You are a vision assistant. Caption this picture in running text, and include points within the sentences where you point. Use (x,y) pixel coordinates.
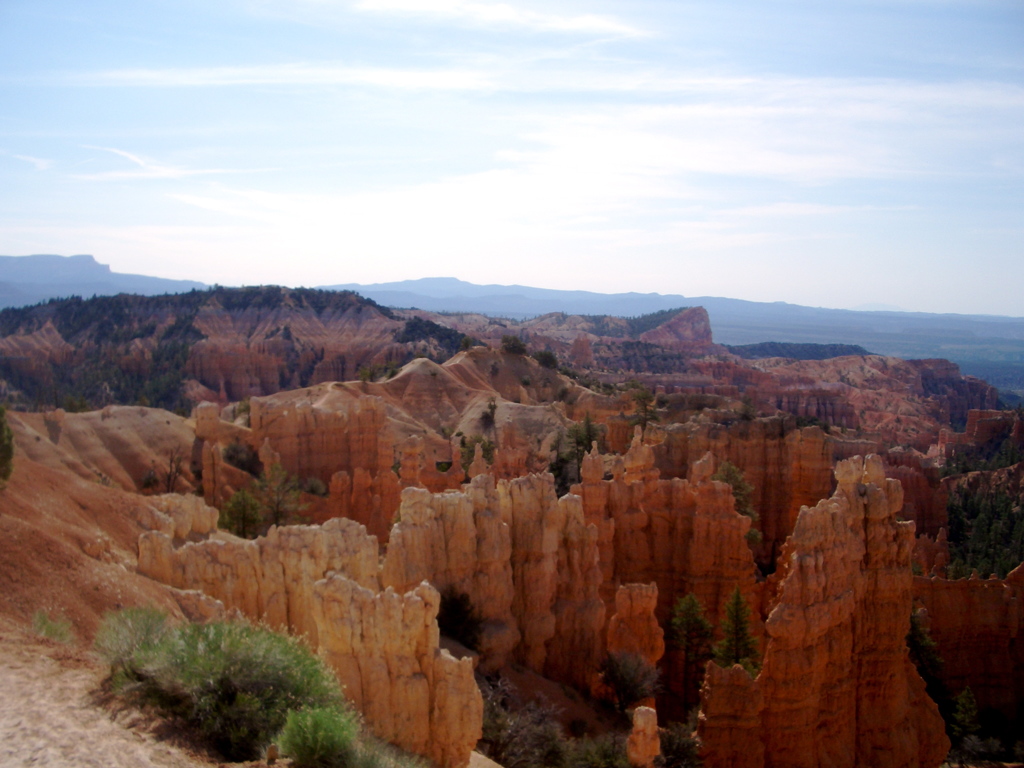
In this image we can see a few red dunes (292,560), trees (149,486), plants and the mountains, in the background (736,88), we can see the sky (530,211) with clouds (131,75).
